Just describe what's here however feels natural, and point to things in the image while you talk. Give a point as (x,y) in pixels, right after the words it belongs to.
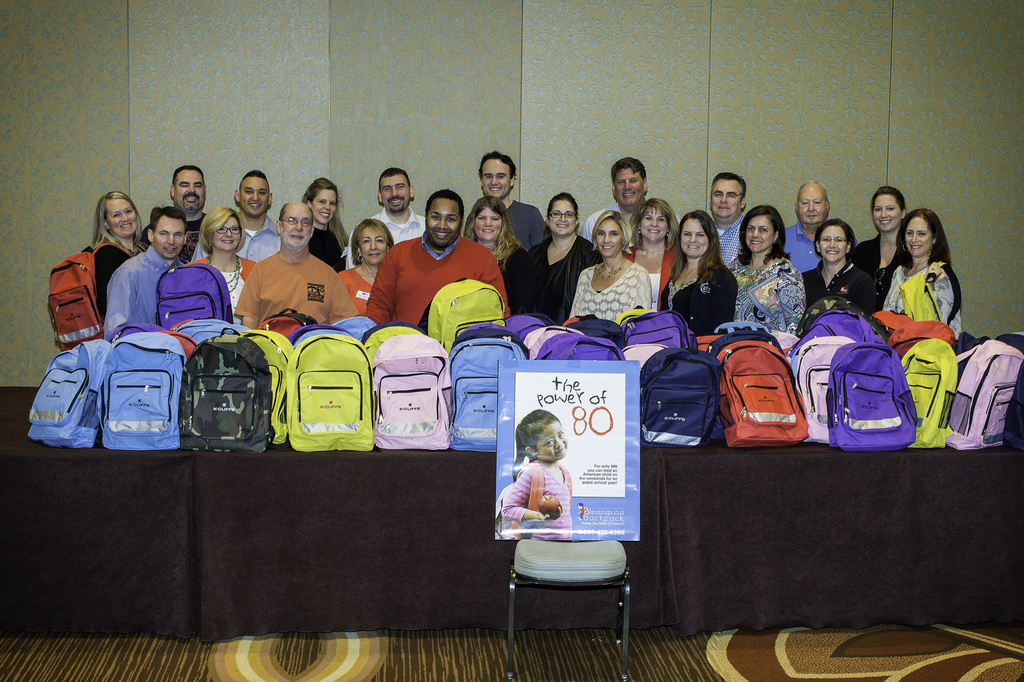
there is a chair (556,541) on which there is a poster (568,395) on which a girl (552,466) is present which has a note (558,405) ''the power of 80'' written on it. behind that there is a long black table (373,479) on which there are many colorful bags (915,391). behind that there are many people (213,231) standing. 2 people (125,293) at the left (178,300) are holding purple and orange bag (84,310). behind that there is a tan background (327,102).
